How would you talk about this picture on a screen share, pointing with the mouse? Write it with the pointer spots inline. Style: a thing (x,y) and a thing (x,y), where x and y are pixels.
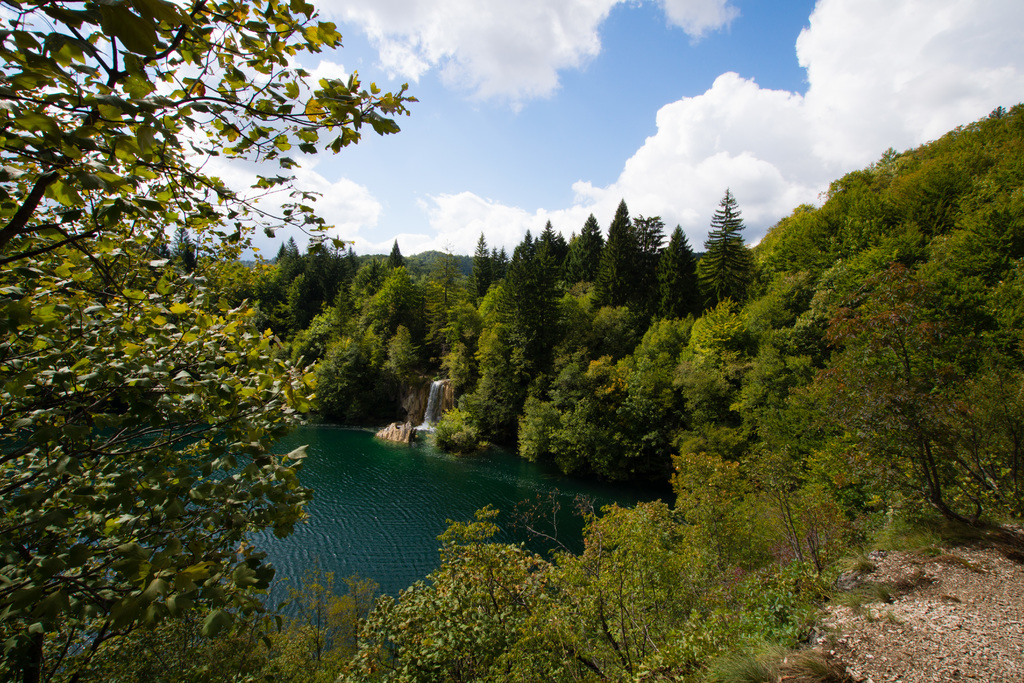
This image is taken outdoors. At the top of the image (349,158) there is the sky (719,182) with clouds (822,105). At the bottom of the image (877,646) there is a ground (833,600). In the middle of the image (351,439) there is a pond (358,514) with water (391,457) and there is a waterfall (426,410). In this image there are many trees (644,565) and plants (946,347) with leaves (268,270), stems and branches (225,260).
